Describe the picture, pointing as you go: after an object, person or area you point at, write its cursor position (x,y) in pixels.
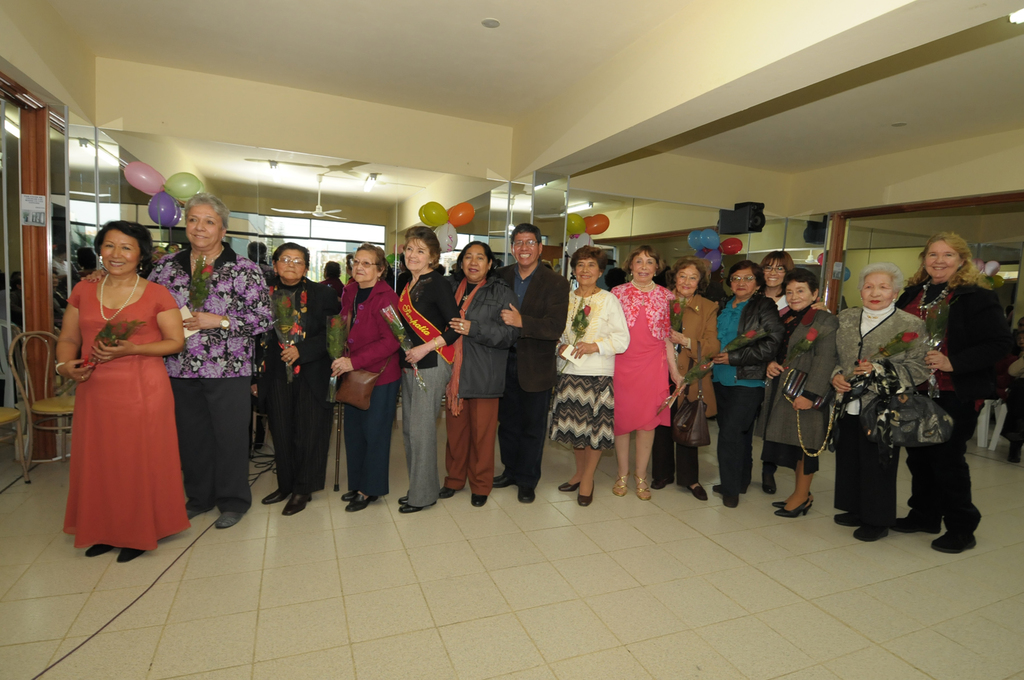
In the image we can see there are few people (489,404) standing, they are wearing clothes (281,372) and they are smiling. Here we can see a white floor (460,627), cable wire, glass windows (327,248) and chairs (49,407). We can even see there are balloons (154,187) of different color.
